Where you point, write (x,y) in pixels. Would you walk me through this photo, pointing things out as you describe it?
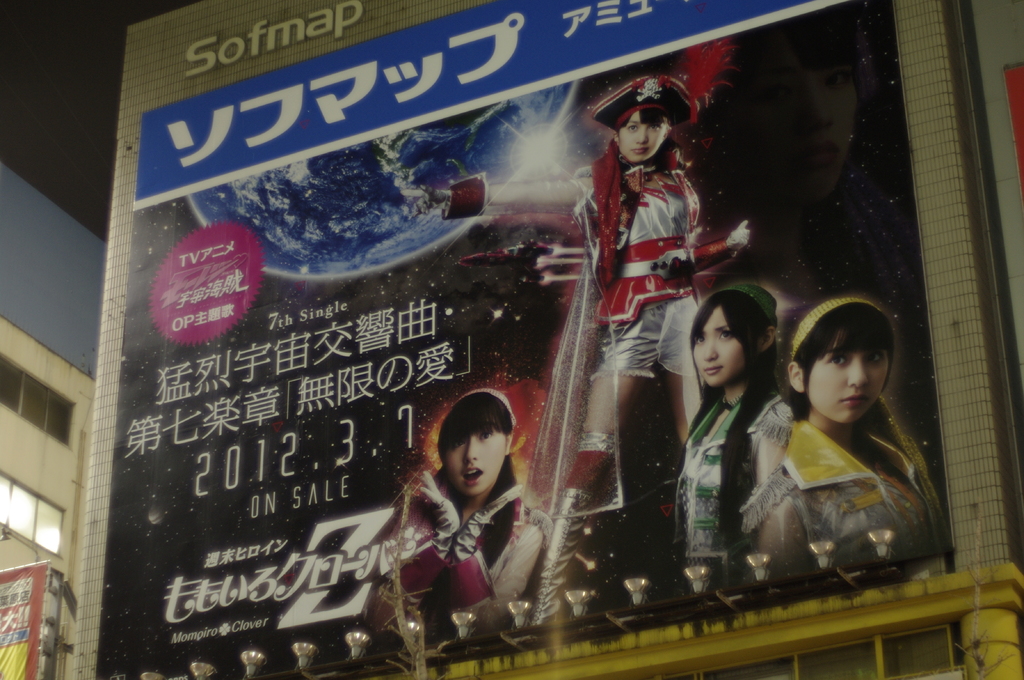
In the image we can see some banners (213,169). Behind the banners (338,138) there are some buildings (90,234).
